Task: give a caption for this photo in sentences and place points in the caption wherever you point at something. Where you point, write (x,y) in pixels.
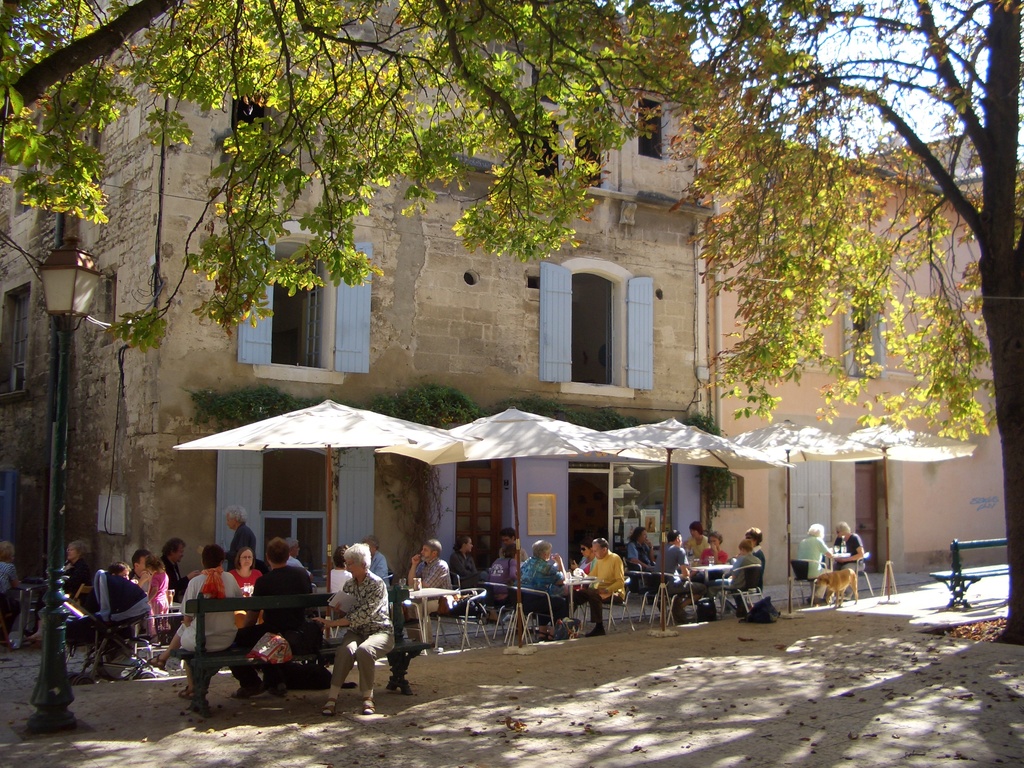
In this image we can see buildings (373,322), trees (350,150), windows (639,340), street pole (63,332), street light (73,288), persons (169,571) sitting on the chairs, persons (238,645) sitting on the benches (208,610) under the parasols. In the background (872,114) there is sky (834,93).
